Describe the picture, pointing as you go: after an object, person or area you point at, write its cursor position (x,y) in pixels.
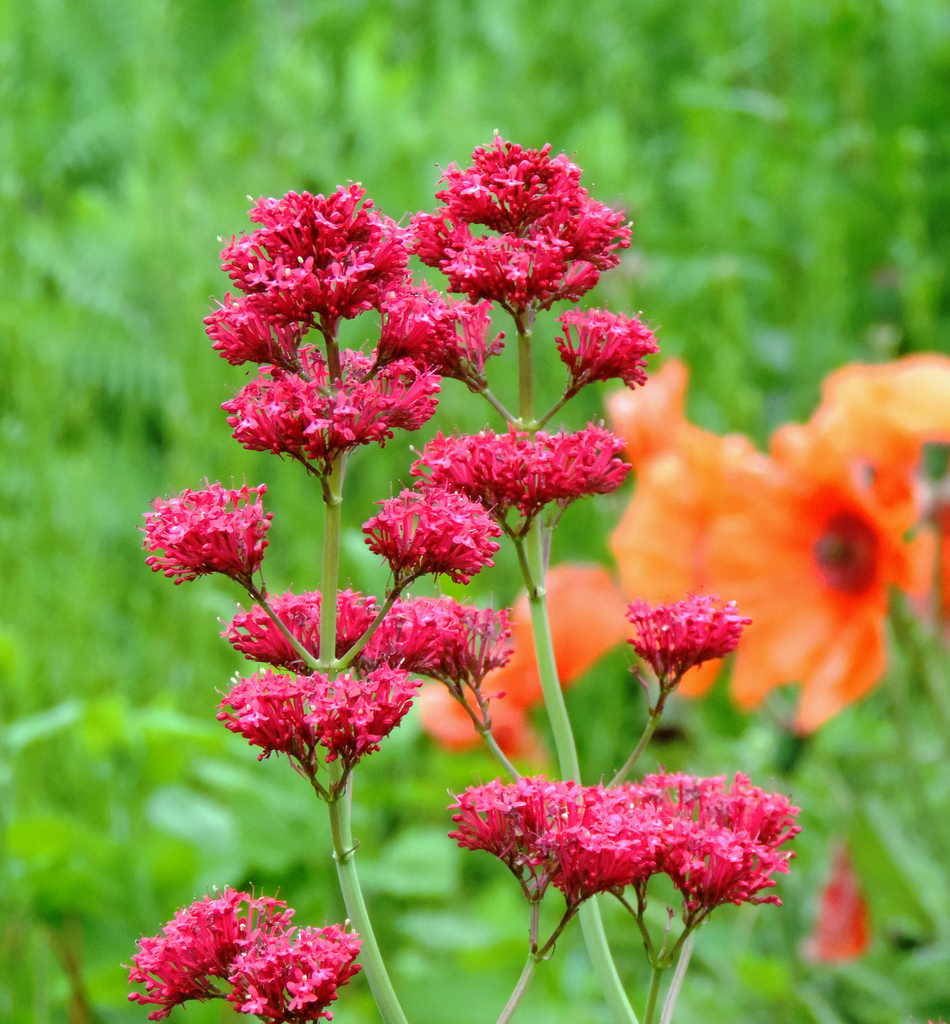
In this image I can see flowering plants (248,546) of red and orange in color. This image is taken during a day in a garden (296,75).
